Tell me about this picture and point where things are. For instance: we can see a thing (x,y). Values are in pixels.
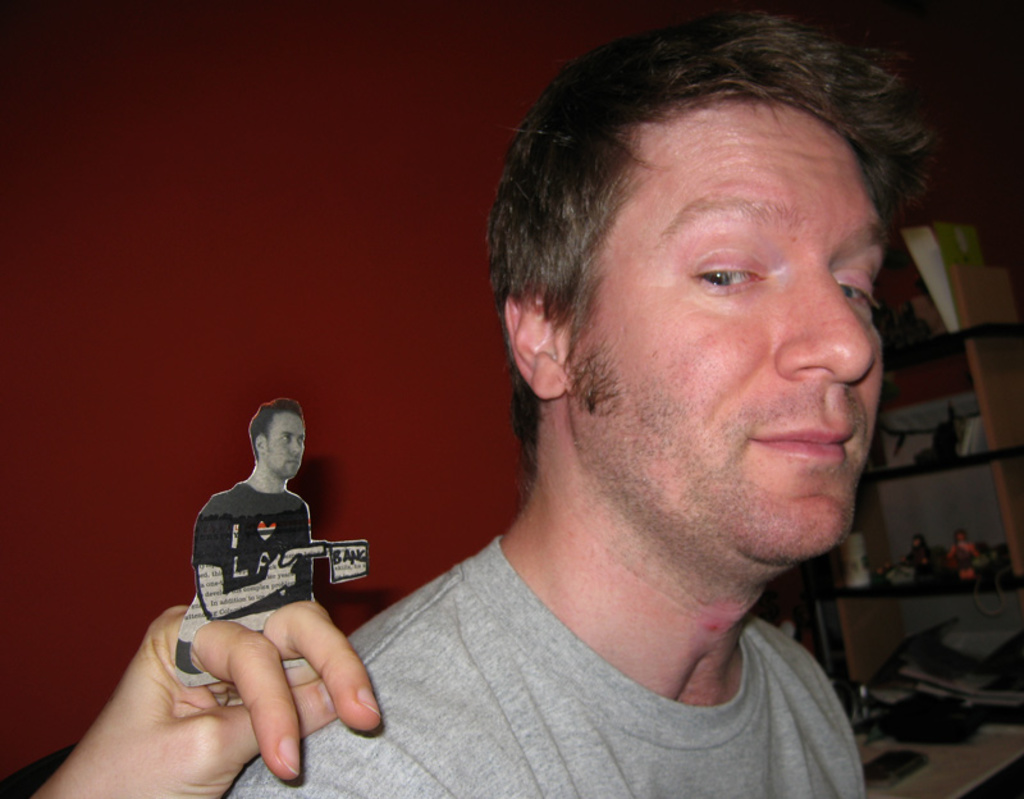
There is a man (558,489) wearing a t shirt (512,689). On the left bottom corner (166,718) there is a person's hand (202,712) with something on that. In the back (304,330) there's a wall (371,366). On the right side (874,590) there is a cupboard (942,510) with some items (912,545) on that.
